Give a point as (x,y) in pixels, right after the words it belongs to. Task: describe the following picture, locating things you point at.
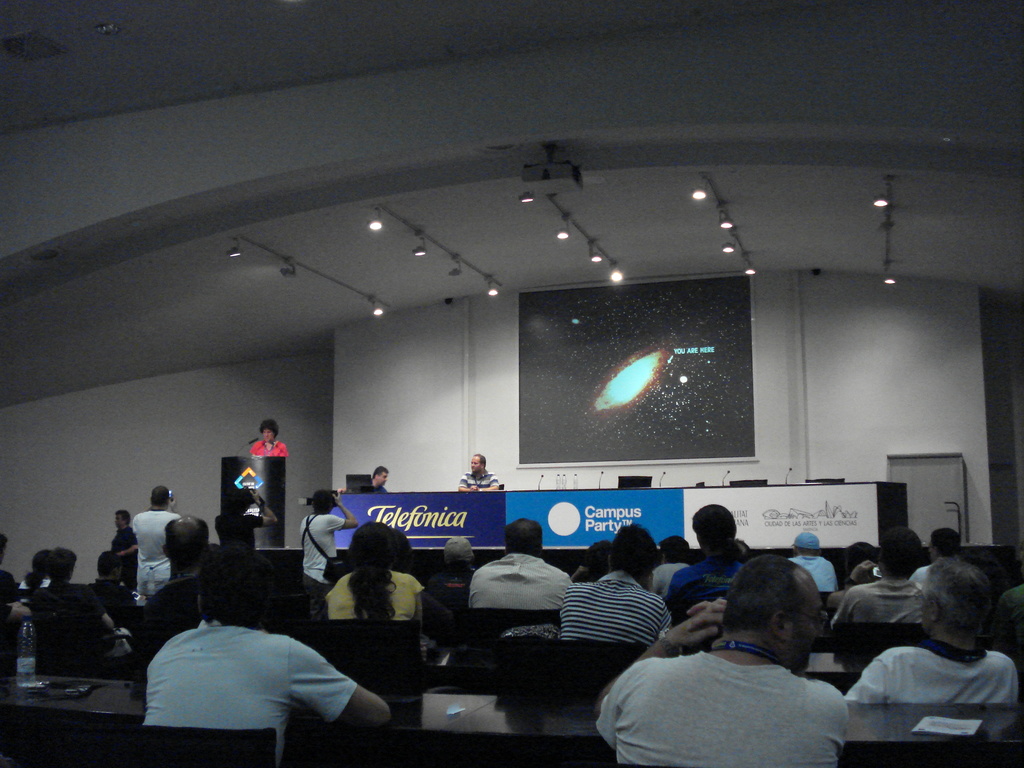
In this image we can see a group of people (779,643) sitting on chairs (338,633). In the center of the image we can see three persons (317,540) holding cameras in their hands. Two persons (490,477) are sitting on stage (401,526), a sign board (573,510) with some text (463,518) on it. On the left side (275,437), we can see a person (274,453) standing in front of a podium (266,482) with some microphones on it. In the background (634,405), we can see a door (928,489), screen (703,409) and some lights (730,222).
